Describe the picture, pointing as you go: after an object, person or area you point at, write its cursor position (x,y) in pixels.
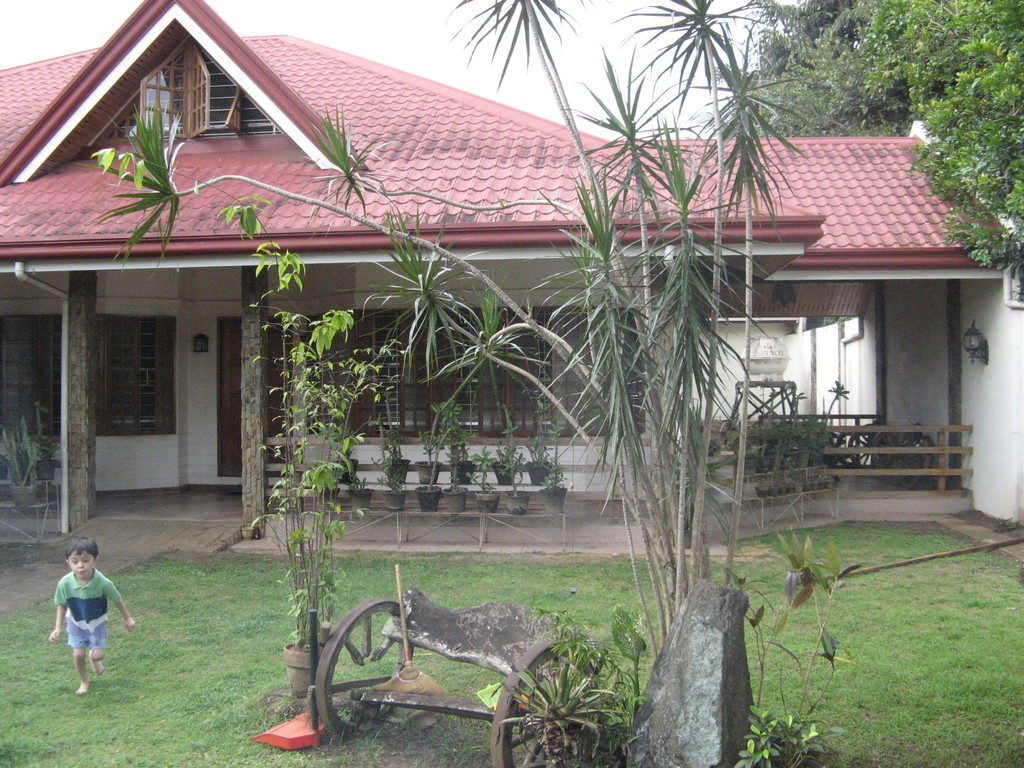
In this image there is a grass land (285,699), on that grass land (169,598) a boy (92,596) is running and there are plants (622,438), stone (722,669), wheels (510,678), in the background (24,327) there is a house (851,387), in that house (554,521) there are pots (424,502), to that house (869,505) there are windows (53,335), doors (221,346), in the top right (896,90) there are trees (952,37).
